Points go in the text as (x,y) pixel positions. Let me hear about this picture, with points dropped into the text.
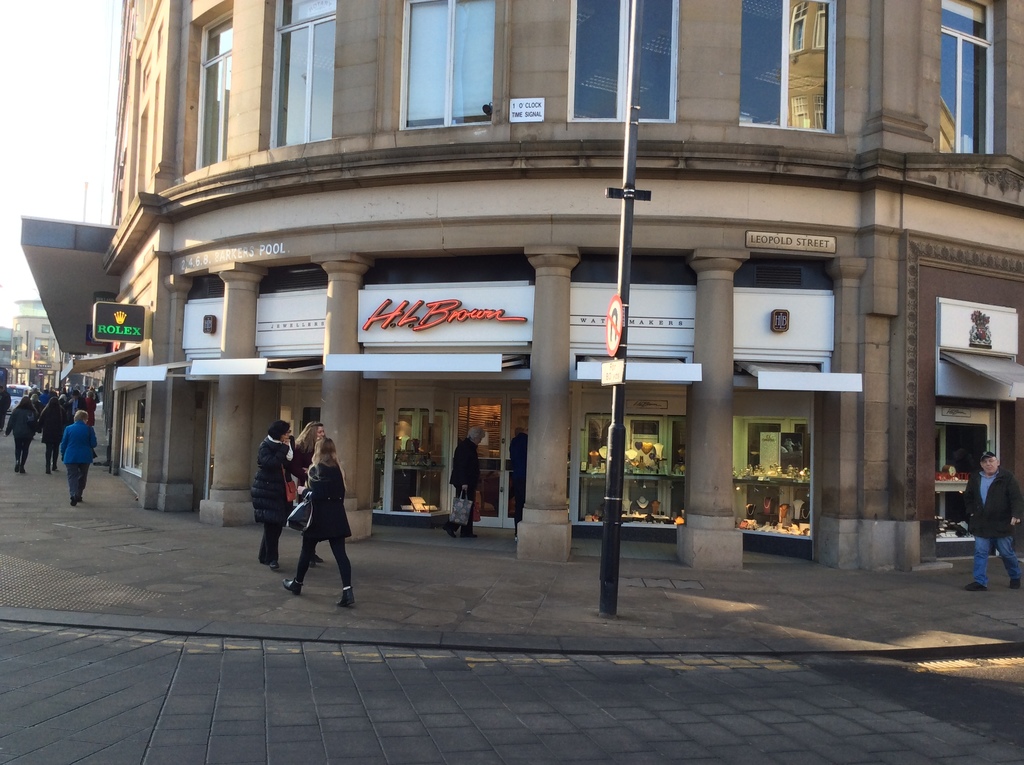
In this picture I can see group of people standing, there is a building (524,349), there are shops (643,509), boards (816,321) and some other objects (366,372).
